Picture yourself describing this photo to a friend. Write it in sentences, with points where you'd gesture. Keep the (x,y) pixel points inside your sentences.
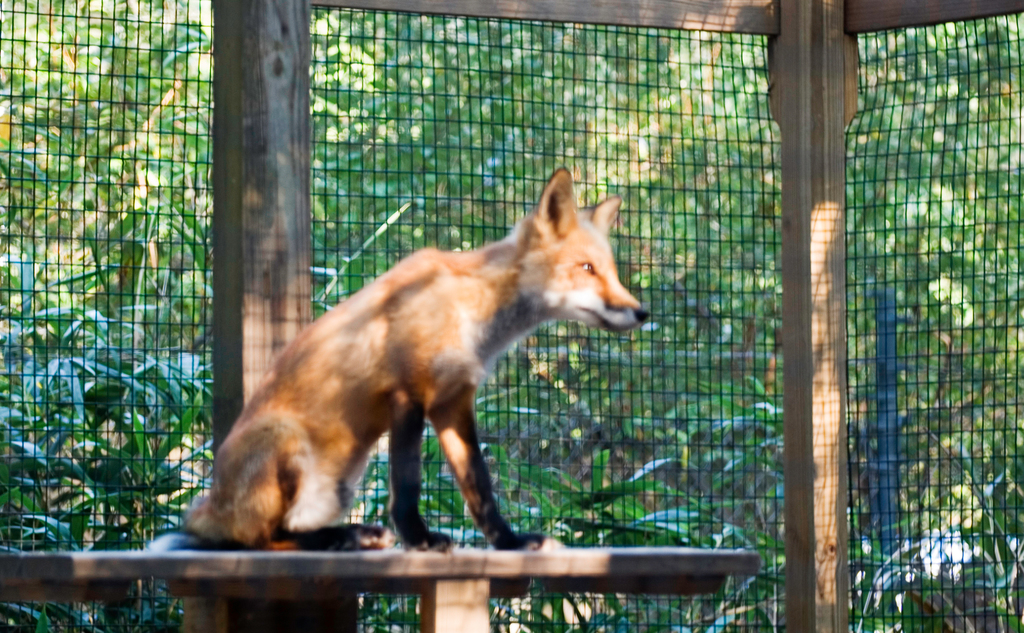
In the middle of this image (545,228), there is a fox (350,369), sitting on a wooden table (595,556). Beside this fox (276,511), there is a fence (930,96) attached to the wooden poles (301,211). Through this fence (362,127), there are trees (344,126).
